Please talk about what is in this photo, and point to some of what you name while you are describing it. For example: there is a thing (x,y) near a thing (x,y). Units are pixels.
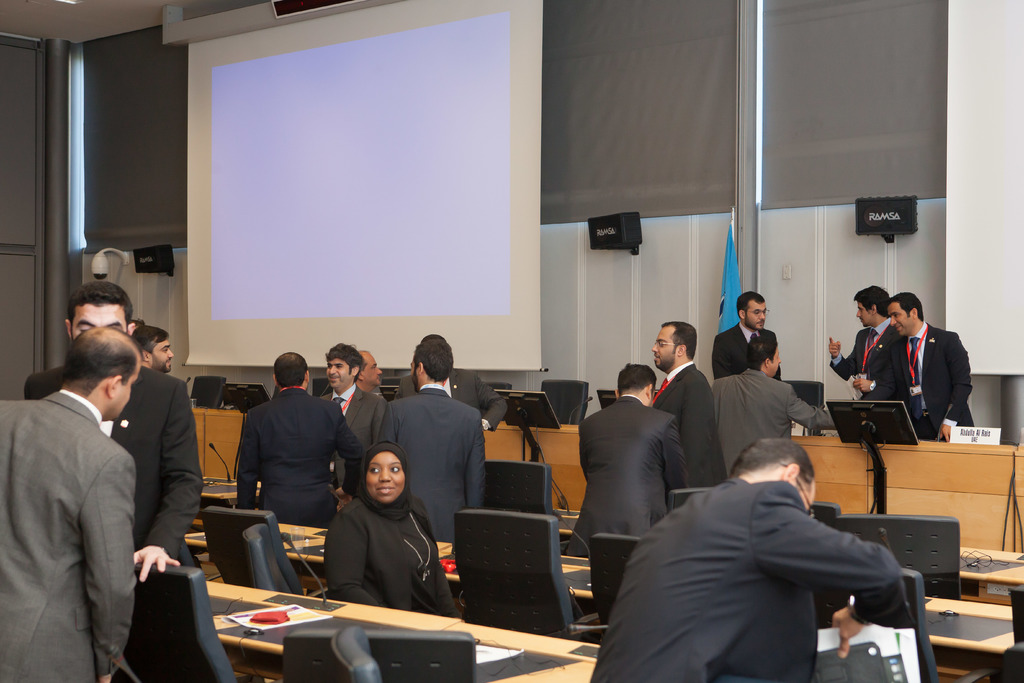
In this image, There are some tables (501,635) which are in brown color, and there are some chair (448,639) which are in black color, There are some computer (852,424) in black color, there are some peoples (663,496) standing, In the background (823,337) there is a white color wall (680,259) which is covered by a black color cloth (579,136), and there is a white color poster (330,183).
